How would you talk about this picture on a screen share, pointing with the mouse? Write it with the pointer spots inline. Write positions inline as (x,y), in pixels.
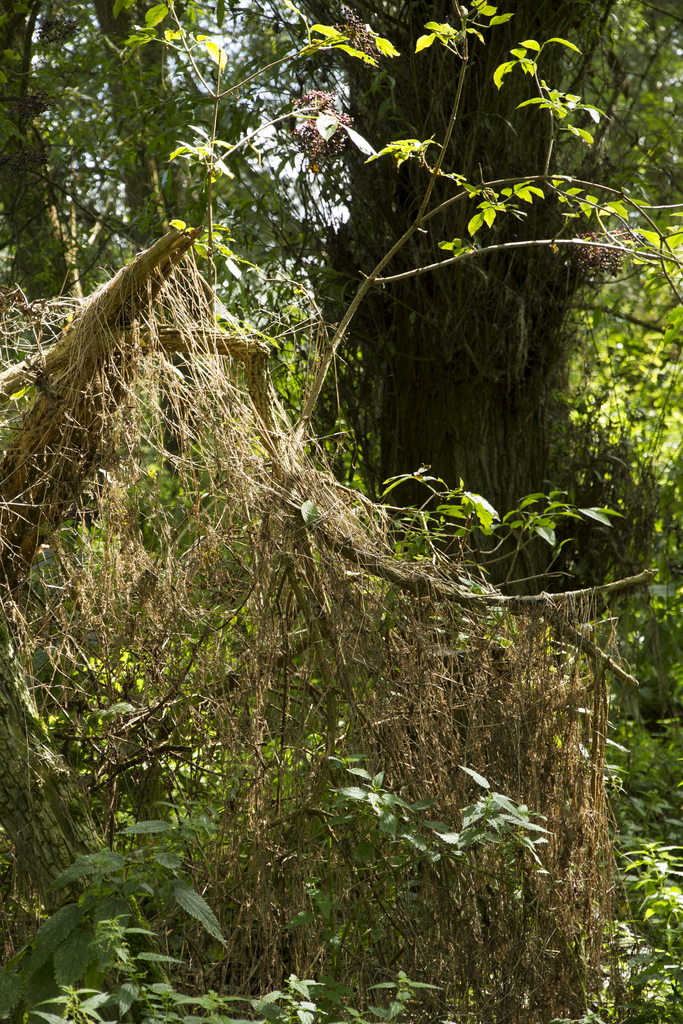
In this image we can see plants (357,573), trees (479,461) and the sky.
